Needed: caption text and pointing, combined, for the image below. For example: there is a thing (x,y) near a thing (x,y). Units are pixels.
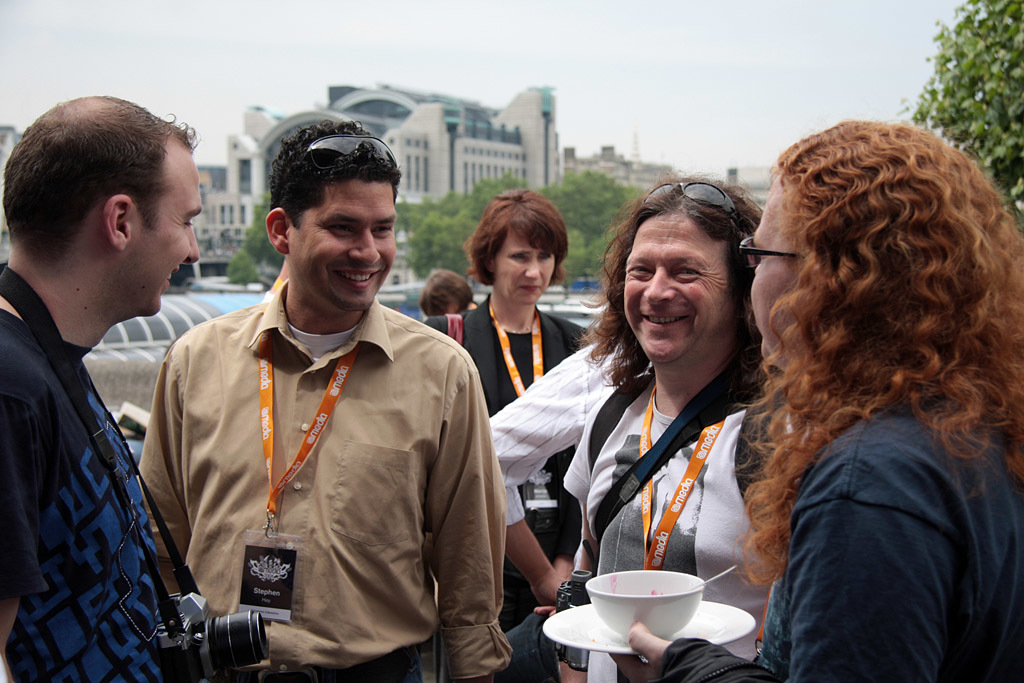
In this picture there are people (968,190) in the center of the image (568,259) and there are buildings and trees (983,42) in the background area of the image (997,43).
